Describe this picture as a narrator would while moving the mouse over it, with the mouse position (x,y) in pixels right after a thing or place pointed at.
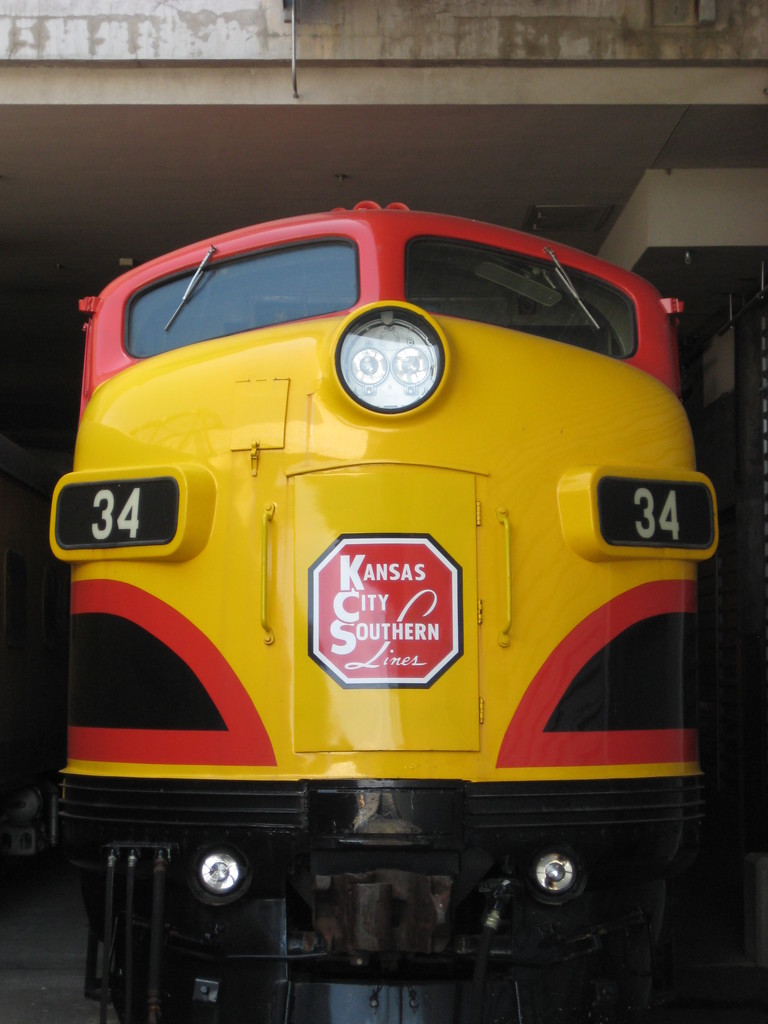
In this image, we can see a train engine (454,549). There is a ceiling (445,132) at the top of the image (346,35).
